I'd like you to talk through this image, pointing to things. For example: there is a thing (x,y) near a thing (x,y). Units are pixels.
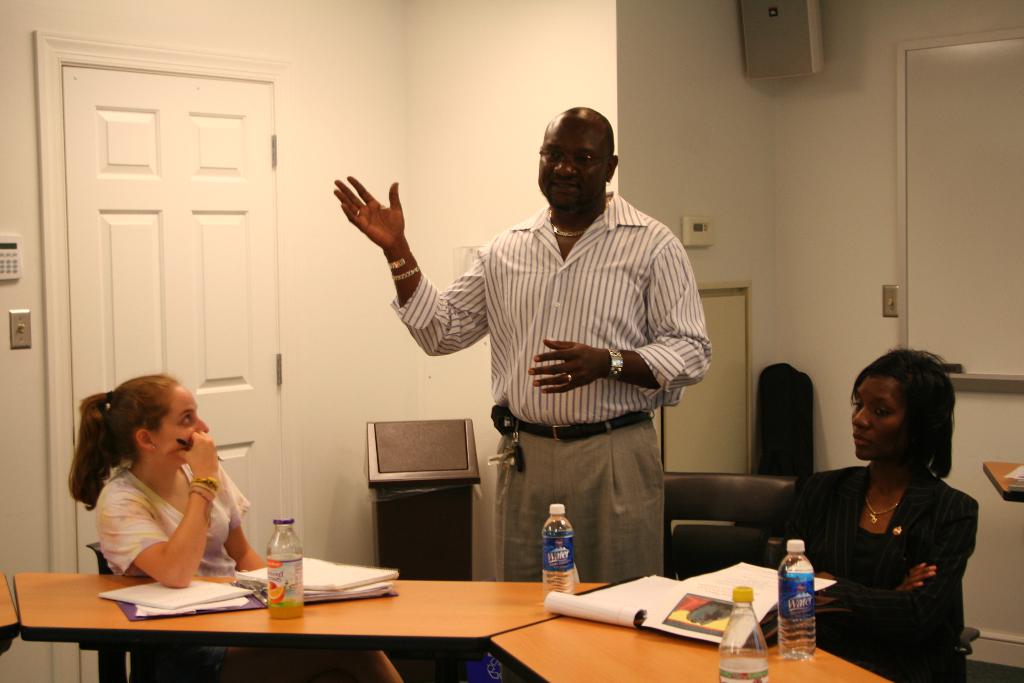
In the picture of the two women (182,504) sitting on the chair (138,665) with the table (195,593) in front of them on the table (465,595) there are bottles (290,567) files (307,572) and papers (726,612) near to the table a person (605,338) standing and talking near the wall (488,379) there is a garbage can (443,522) there is a door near to the wall (481,409).
